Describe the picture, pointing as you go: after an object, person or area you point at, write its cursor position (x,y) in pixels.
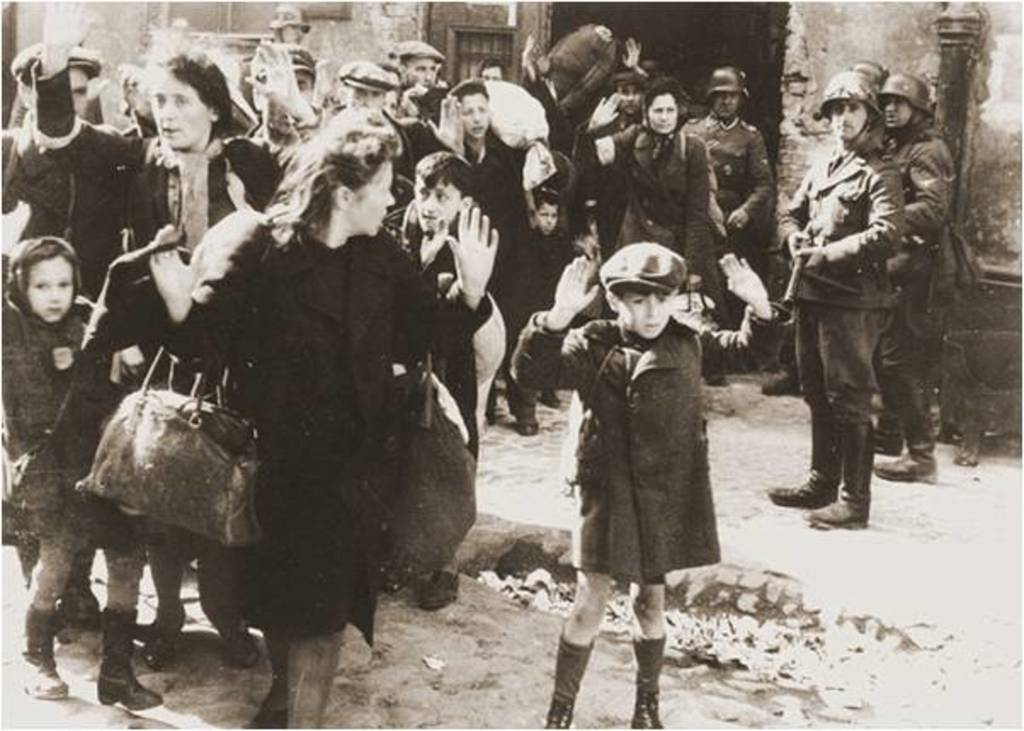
In this image there are group of persons (432,215), there is a person (274,453) carrying a bag (215,461), there is a person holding a gun (796,258), there is the wall (835,47) behind the persons (839,172), there is a window (494,49) behind the persons (532,58).
